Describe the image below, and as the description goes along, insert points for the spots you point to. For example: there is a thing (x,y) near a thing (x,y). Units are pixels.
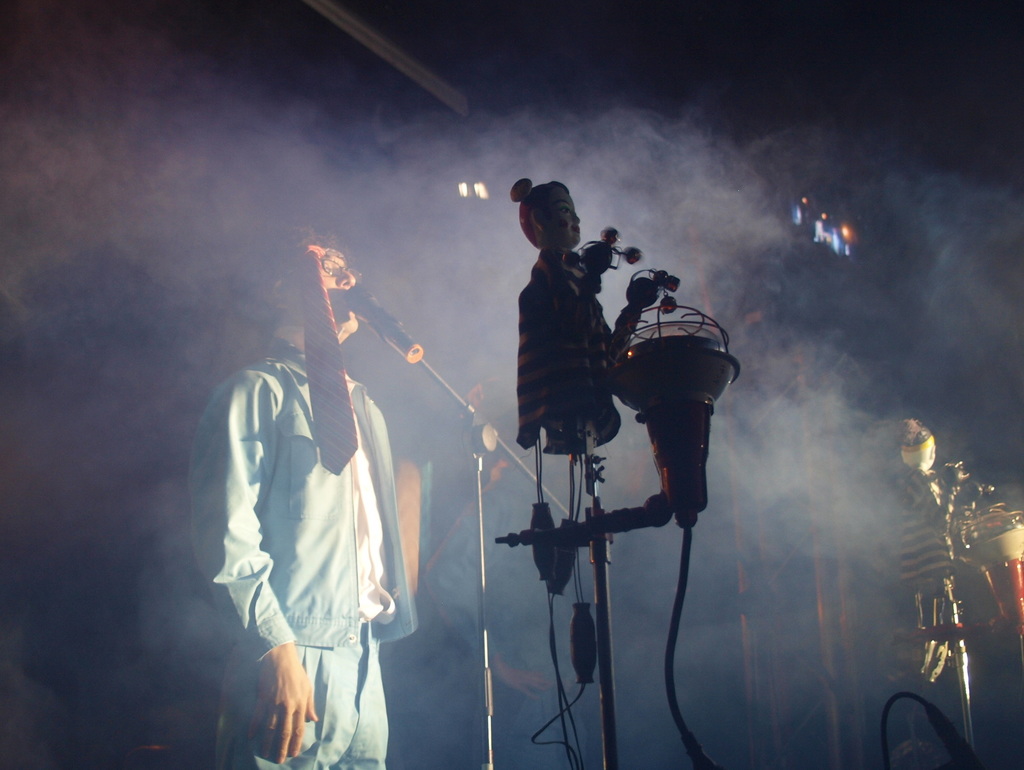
In the image there is a man (364,436) in sea green dress (337,383) singing on mic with music instruments (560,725) behind him and smoke (352,137) all over the place.
